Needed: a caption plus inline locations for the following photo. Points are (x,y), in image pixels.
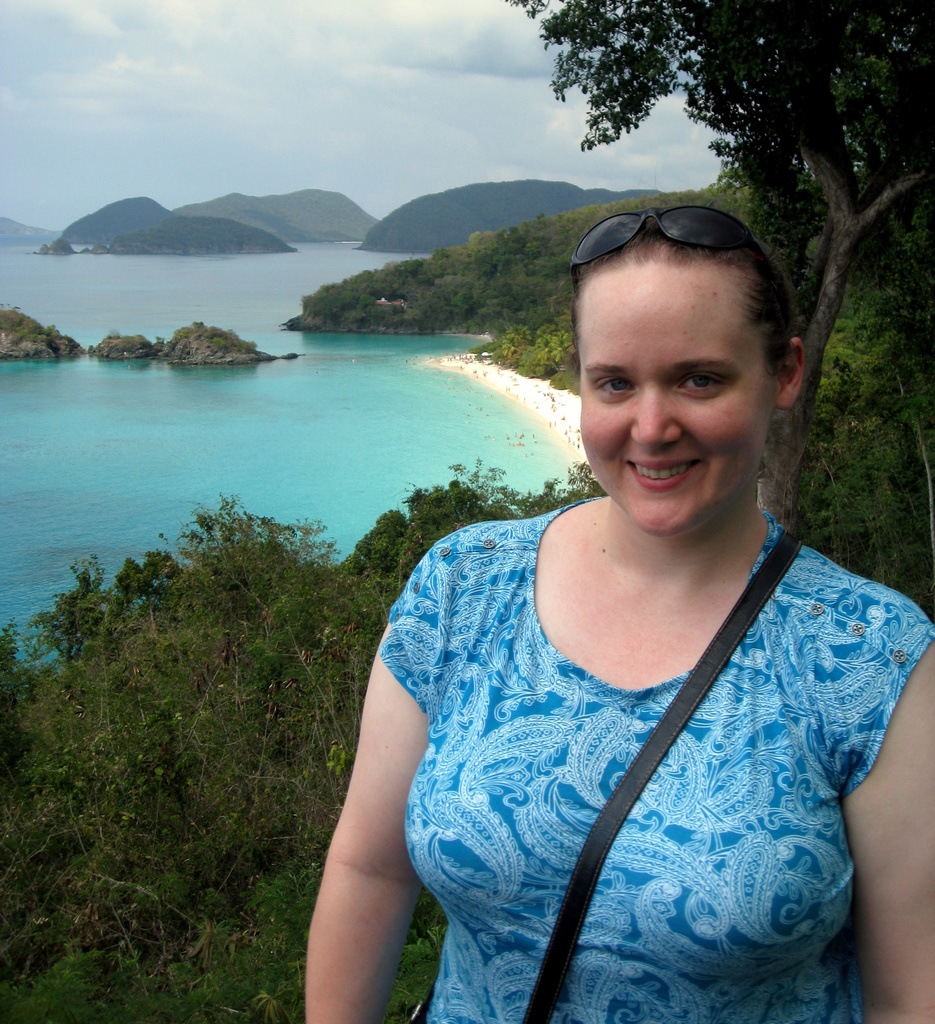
In this image, on the right side (901,859), we can see a woman (890,774) standing and she is smiling, we can see some plants (55,1007) and trees (886,471). We can see water (72,507) and there are some mountains (257,219). At the top (309,63) we can see the sky (251,94).
